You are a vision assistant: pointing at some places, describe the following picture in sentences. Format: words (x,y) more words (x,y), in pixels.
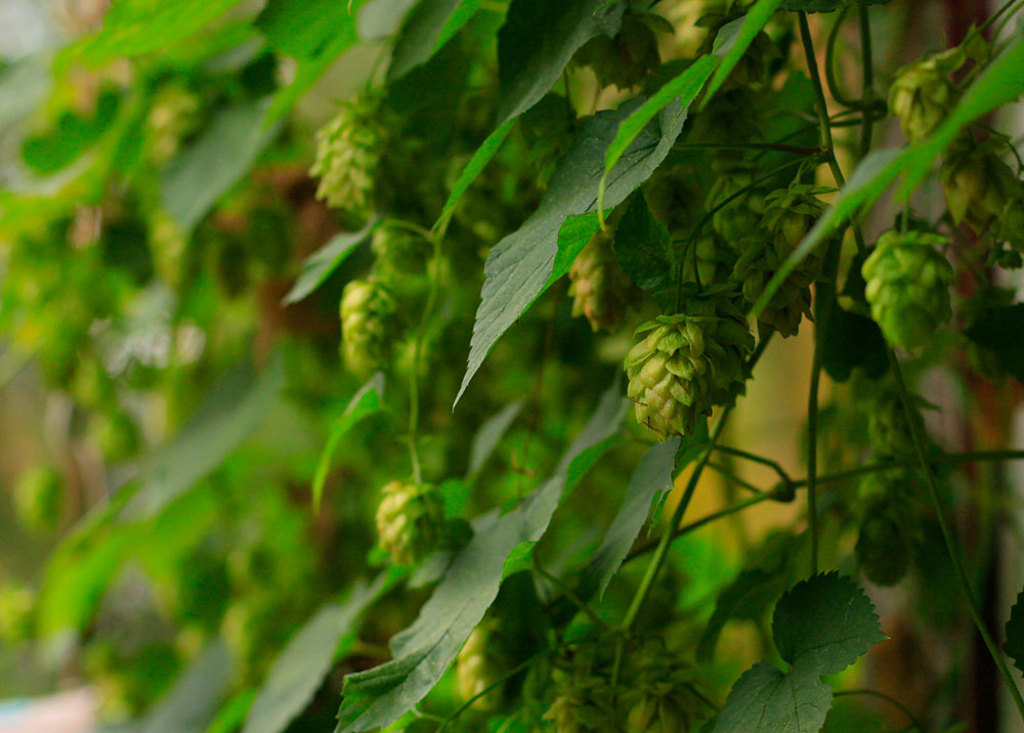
This image consists of plants (662,344) along with green leaves (394,107). In the background (985,411), there is a wall (997,427).
